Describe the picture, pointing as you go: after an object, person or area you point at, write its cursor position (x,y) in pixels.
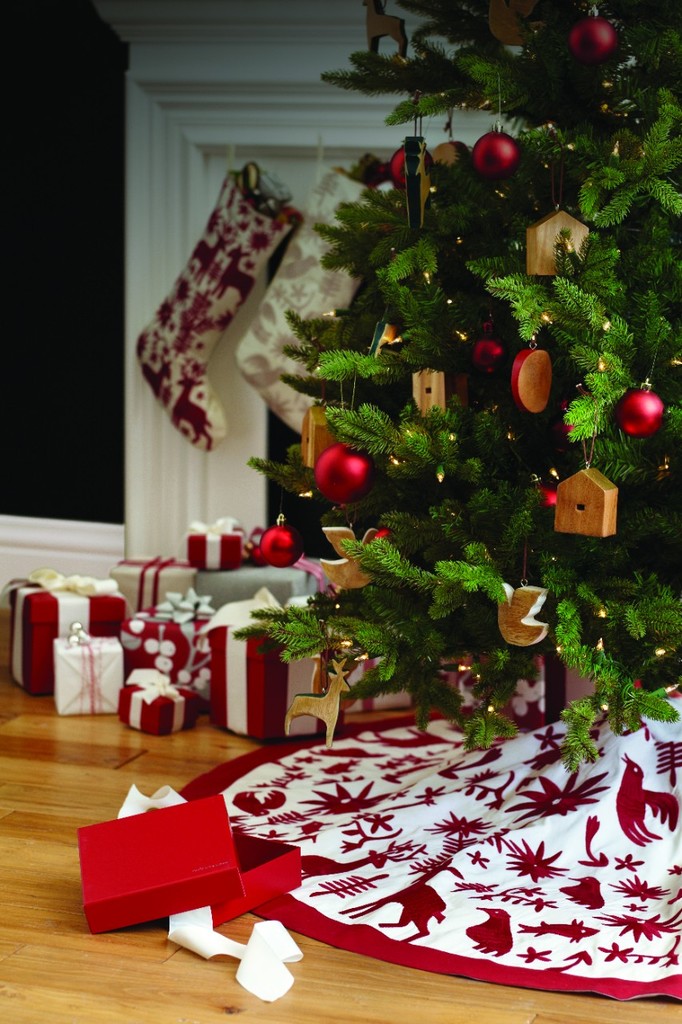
In this image in the middle (340,593), there are gifts (167,666), toys (349,577), Christmas tree (498,476), balls (275,548), decorations (535,603), cloth (375,893), tissues (209,945), socks (210,448). At the bottom (49,933) there is a floor (60,921).
